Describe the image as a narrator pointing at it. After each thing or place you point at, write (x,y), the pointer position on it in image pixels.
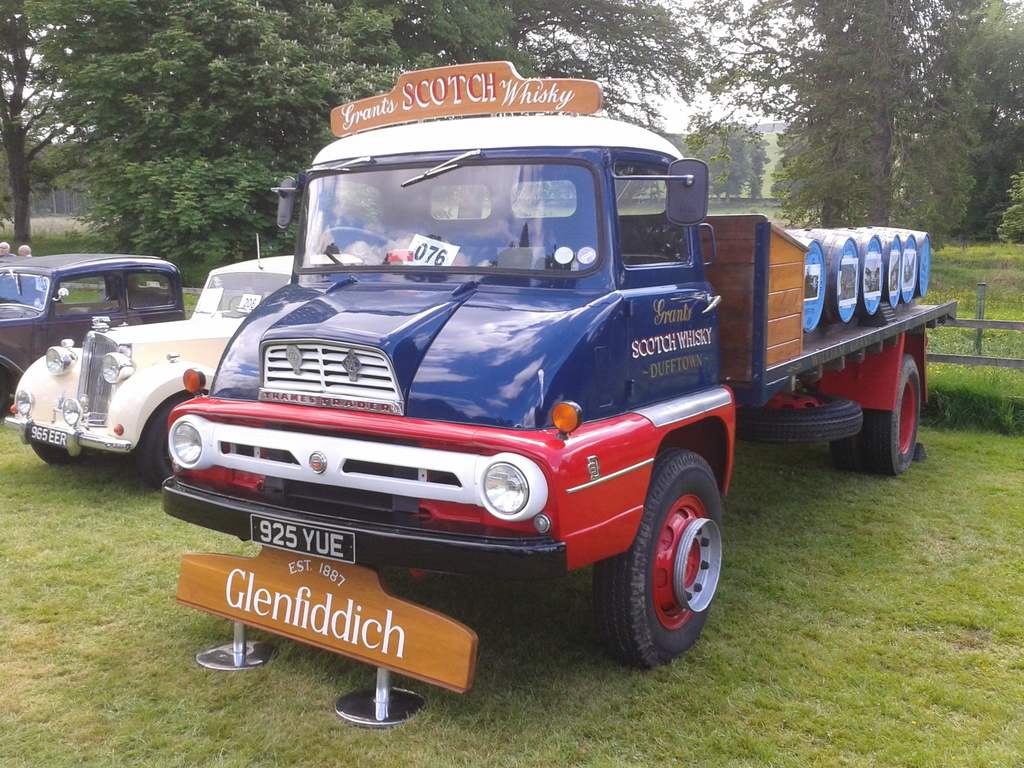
In the center of the image (388,364) we can see vehicles (268,424) on the grass (629,734). At the bottom of the image (301,573) we can see name board (453,626) and grass (560,681). In the background (994,294) we can see fencing (1007,323), grass (961,297), plants (990,254), trees (635,91) and sky (782,89).
